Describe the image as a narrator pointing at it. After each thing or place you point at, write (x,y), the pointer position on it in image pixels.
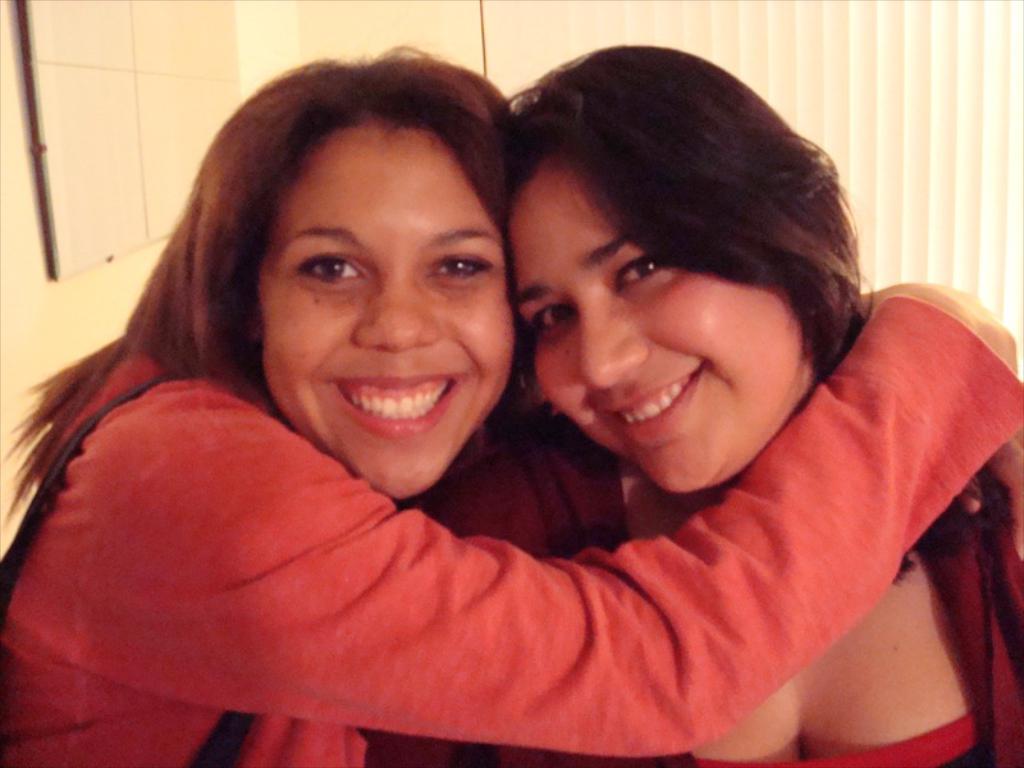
In this image we can see two women (384,432) holding each other. On the backside (75,265) we can see a board (108,244) on a wall (66,294).
